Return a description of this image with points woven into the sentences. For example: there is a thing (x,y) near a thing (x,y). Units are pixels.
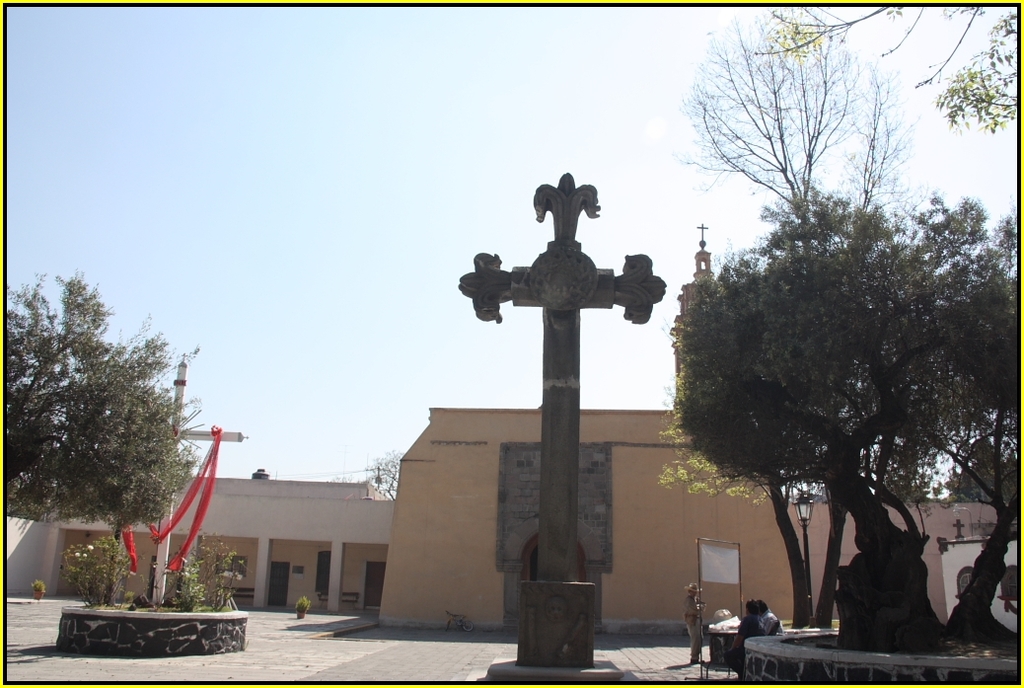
This picture shows buildings (725,511) and we see trees (131,499) and few plants (191,595) and couple of cross symbols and we see couple of them (737,645) seated on the chairs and a man (694,619) standing, He wore a cap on his head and we see a board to the poles (699,592) and a clear Sky (465,149).
